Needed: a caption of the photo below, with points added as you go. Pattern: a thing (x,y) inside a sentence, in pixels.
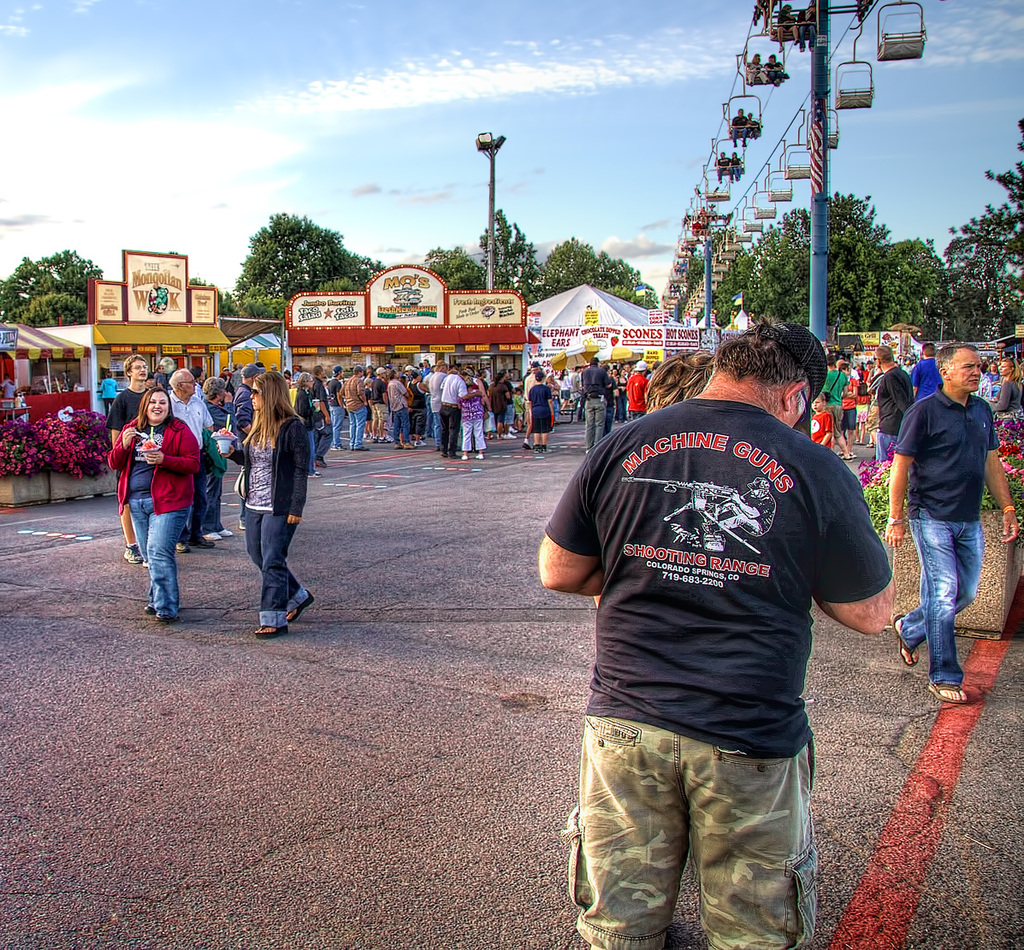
This image consists of many people (722,567). At the bottom (339,764), there is a road (201,556). It looks like a circus (108,336). On the right (816,221), we can see a pole (820,6) to which there are many trolleys (678,300). In the background (858,261), there are trees (778,246). At the top (400,96), there are clouds (284,97) in the sky (253,95).
